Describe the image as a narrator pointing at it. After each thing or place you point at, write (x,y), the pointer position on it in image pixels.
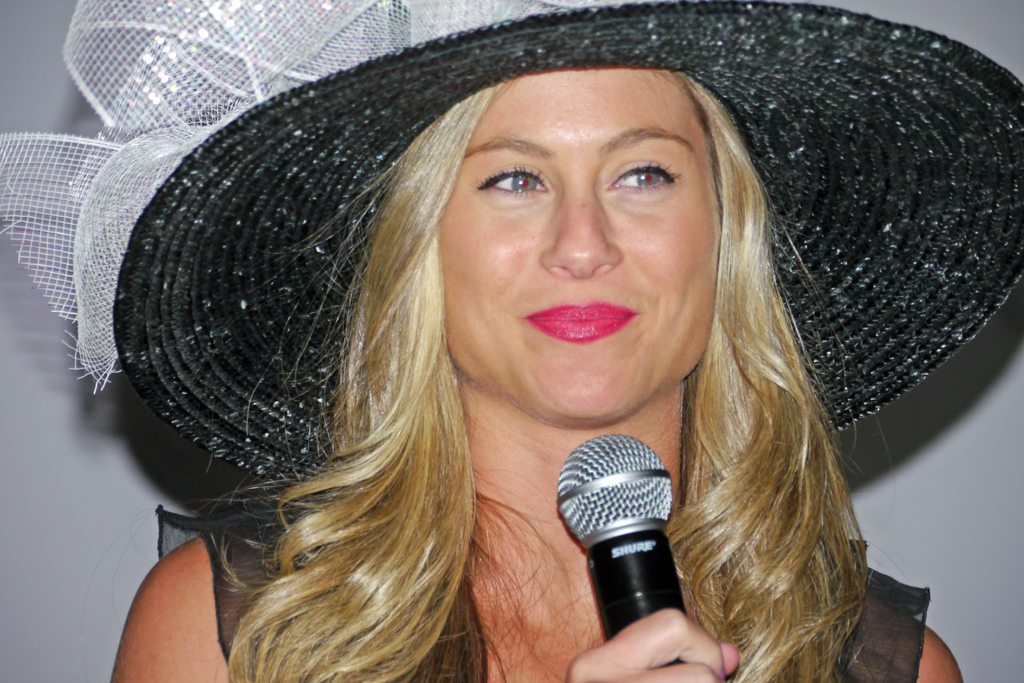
In the image there is a woman (488,622) wearing a hat (274,305) which is in black color holding a microphone (635,455) and she is also having smile (633,312) on her lips (623,325).
